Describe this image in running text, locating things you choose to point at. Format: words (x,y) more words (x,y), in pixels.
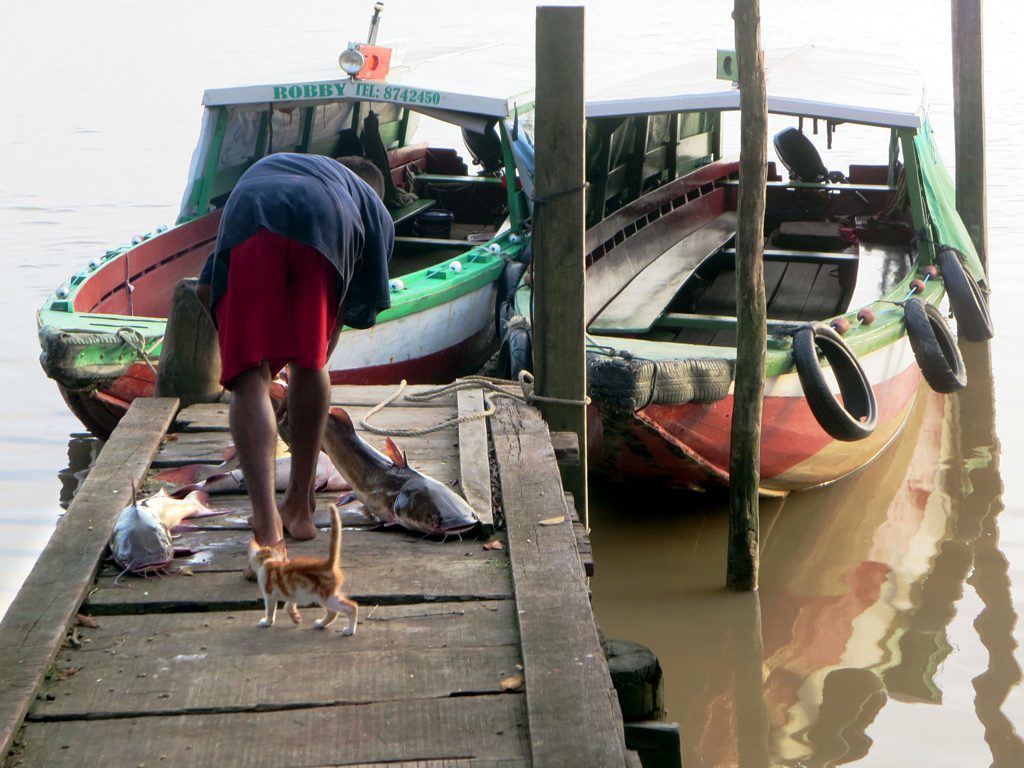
This picture shows a man (293,244) standing on the wooden bridge (484,735) and we see a man (276,434) holding a fish (283,398) in the hand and we see couple of fishes (146,526) on the bridge (229,521) and a kitten (289,608), It is white and brown in color and we see couple of boats (785,266) in the water (17,126).
